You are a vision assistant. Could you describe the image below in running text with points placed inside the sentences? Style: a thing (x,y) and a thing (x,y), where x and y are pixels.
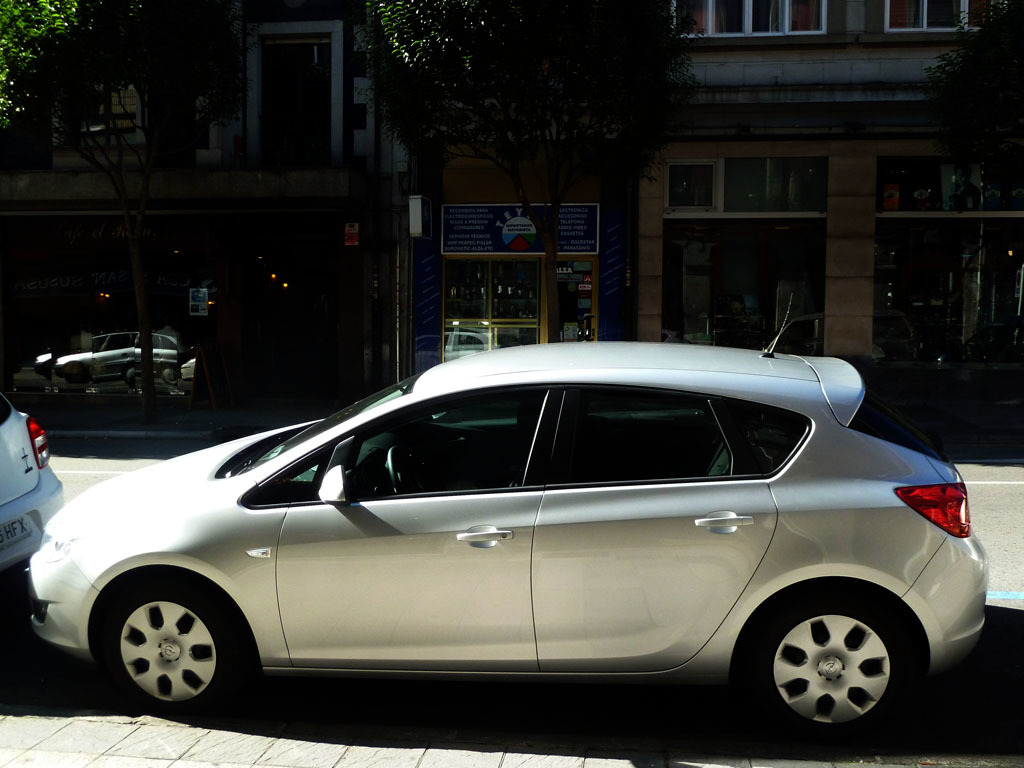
In this image we can see two cars (220,562) which are parked on the road (0,636) and in the background of the image (452,111) there are some trees (653,19) and buildings (302,270).
